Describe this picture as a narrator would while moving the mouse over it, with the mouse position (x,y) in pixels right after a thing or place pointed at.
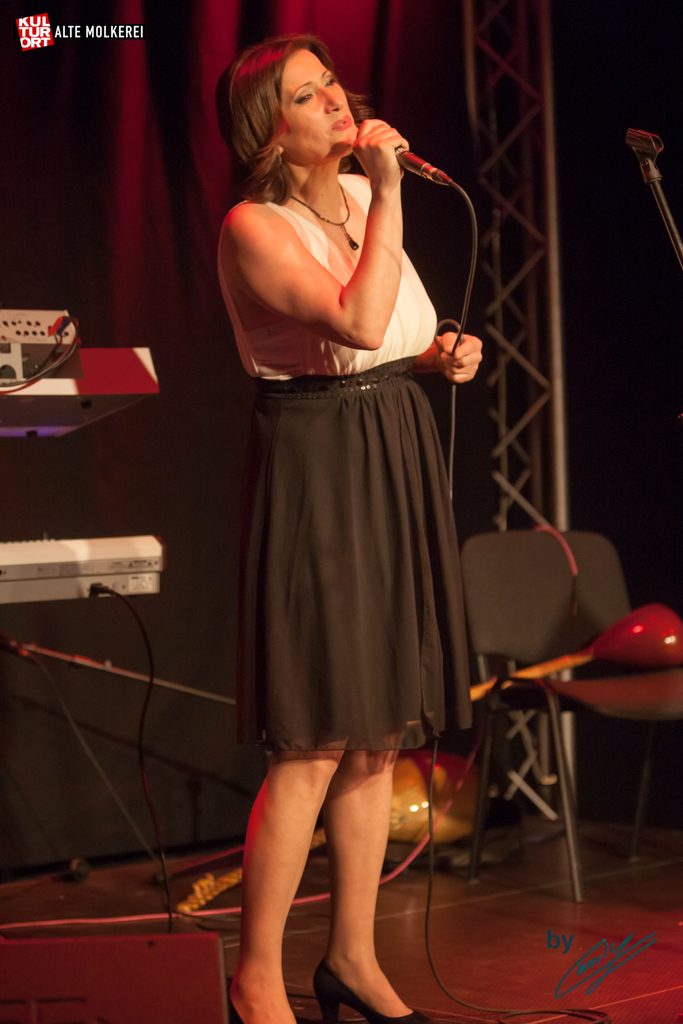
A person (349,782) is standing wearing a black and white dress (363,351), holding a microphone (420,167). There is a chair (568,596) at the right (587,615) and there are groove boxes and a black background (162,282).
